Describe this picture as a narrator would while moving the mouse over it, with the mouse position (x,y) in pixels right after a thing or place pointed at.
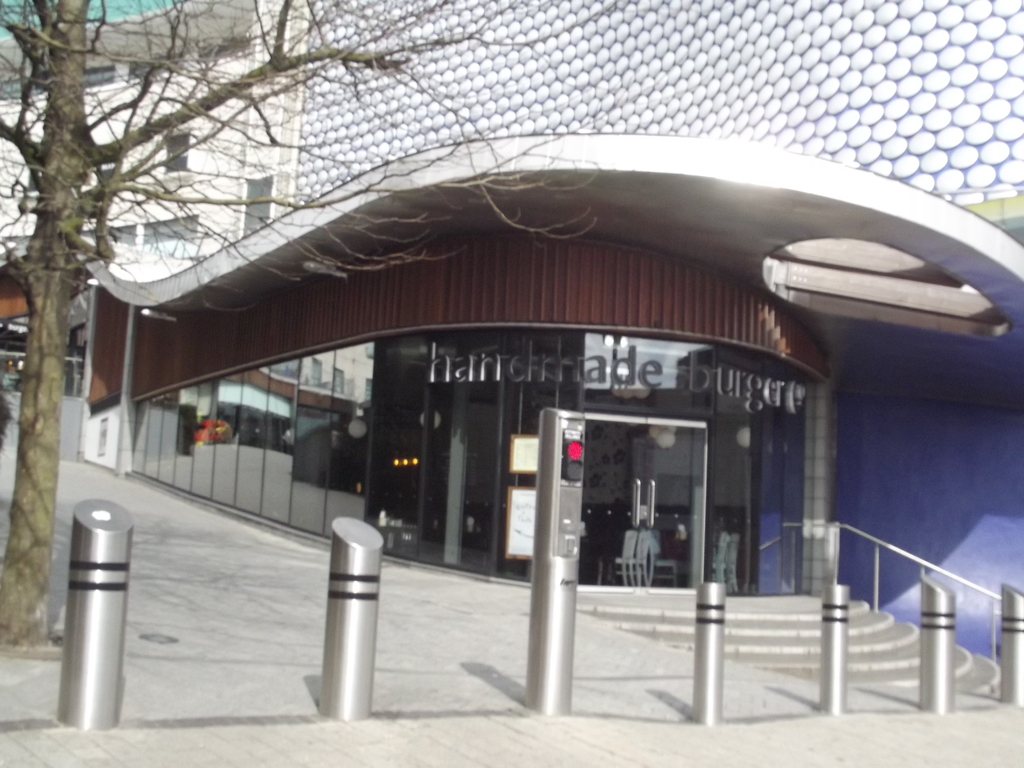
In this image we can see a building (426,250) with glass windows (274,405). This is tree (100,177).
